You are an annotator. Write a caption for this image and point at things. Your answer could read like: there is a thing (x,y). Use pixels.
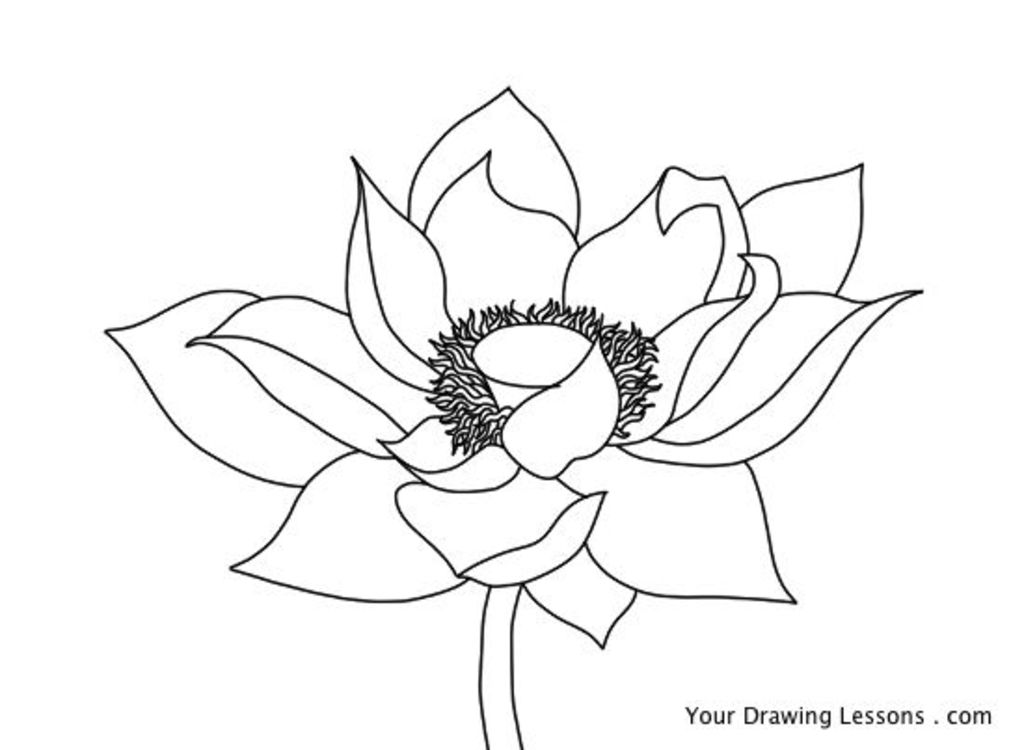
This is the drawing image of the flower (532,488) and there is some text (793,723) written on the image.
